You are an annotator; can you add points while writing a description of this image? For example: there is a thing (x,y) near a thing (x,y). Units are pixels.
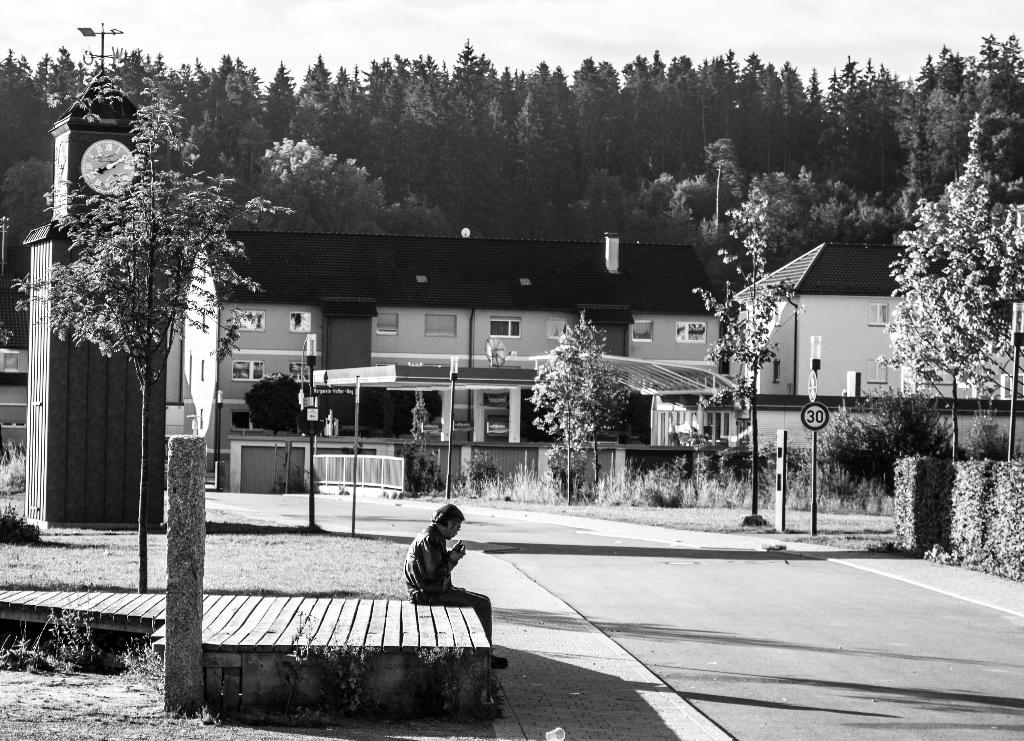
This is a black and white image. On the left side of the image (202,595) there is stone pole (186,590). Beside that there is a man (421,585) sitting on the surface (420,625). In front of the man (466,603) there is a road (699,611). There are poles (813,489) with sign boards (814,390), bushes (821,444), trees (604,400) and small plants (711,475). On the left side of the image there is a pillar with clock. In the image there are few buildings (277,450) with walls (422,348), roofs (384,372), windows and chimneys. Behind the buildings (364,446) there are many trees (469,133).
